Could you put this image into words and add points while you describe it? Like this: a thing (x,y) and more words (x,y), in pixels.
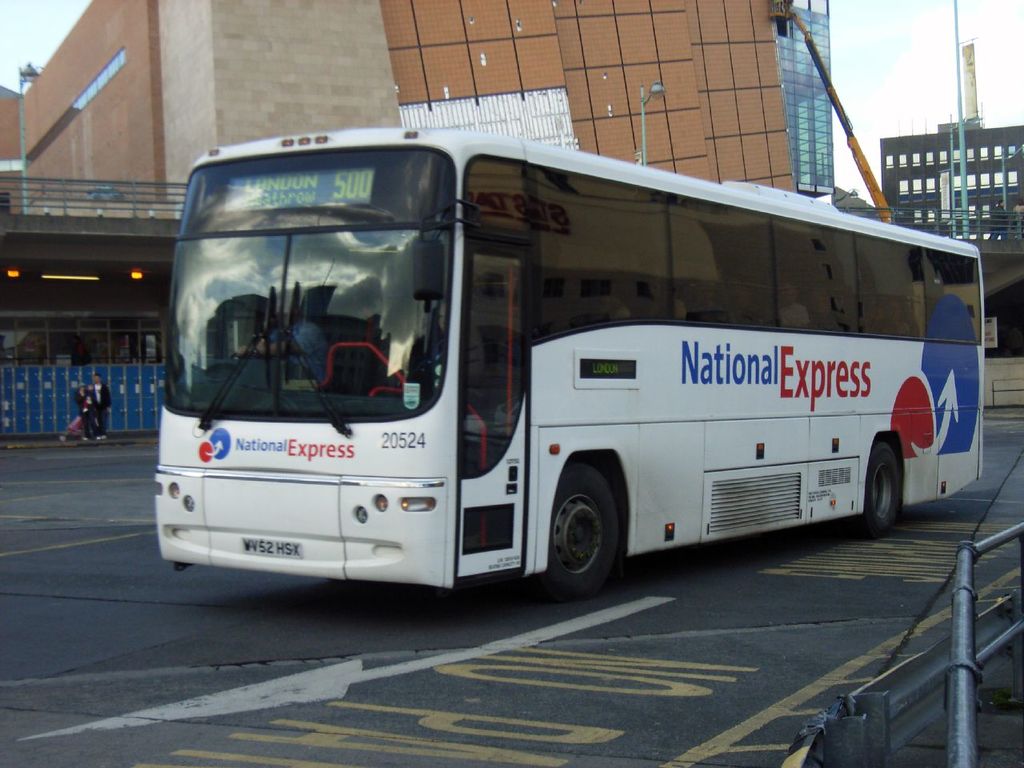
In this picture we can see bus (632,473) on the road (846,626) and rods (974,738). There are people (91,418) and we can see buildings (818,120), lights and poles (642,115). In the background of the image (908,64) we can see the sky (853,91).
